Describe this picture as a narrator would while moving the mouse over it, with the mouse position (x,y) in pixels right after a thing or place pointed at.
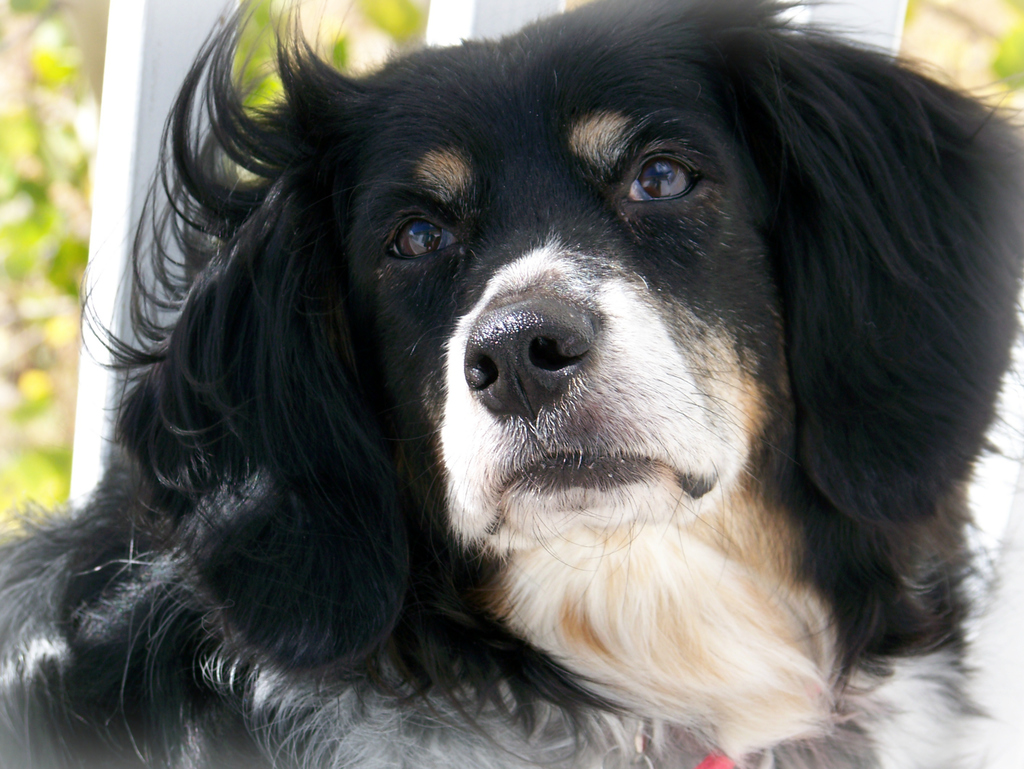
In this image I can see a dog (465,454) which is white, cream, black and brown in color. In the background (20,122) I can see few trees (36,119) and a white colored object (106,126).
